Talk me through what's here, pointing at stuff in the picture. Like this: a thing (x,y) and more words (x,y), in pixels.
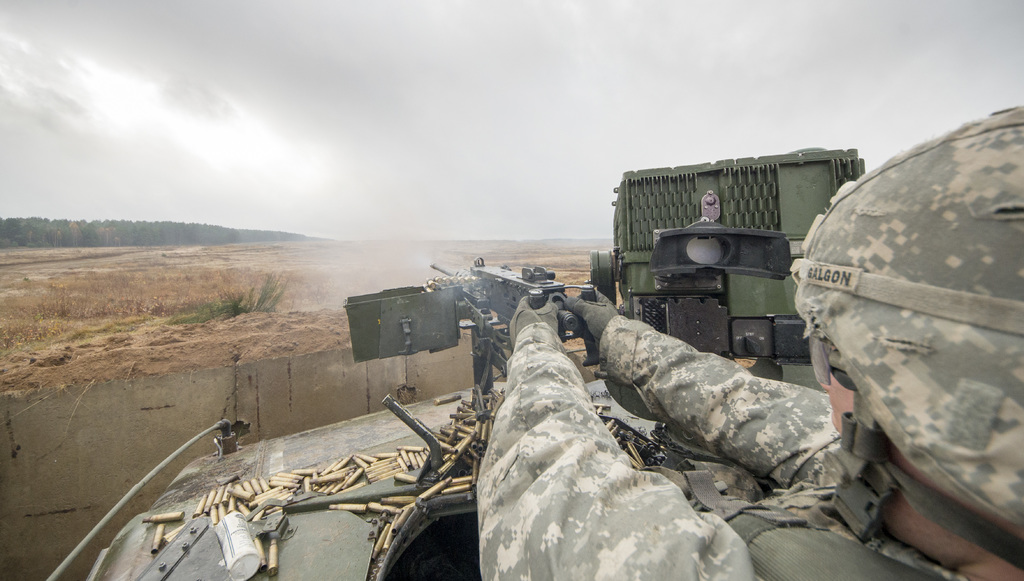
In this image there is the sky (709,118) truncated towards the top of the image (493,91), there are trees (41,239) truncated towards the left of the image (28,236), there are plants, there is a vehicle (287,526) truncated towards the bottom of the image (290,560), there is a person (809,444) truncated towards the bottom of the image (789,507), the person (551,360) is holding a gun (561,317), there are objects (242,536) in the vehicle (434,433).
